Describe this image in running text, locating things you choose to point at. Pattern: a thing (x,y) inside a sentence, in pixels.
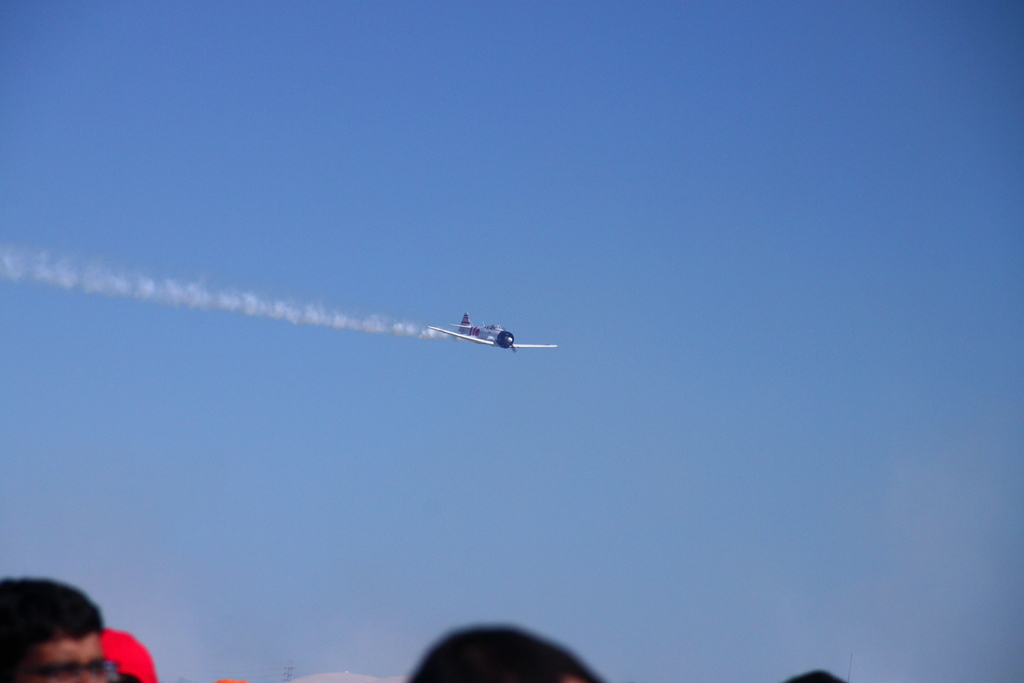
In this image there is an aeroplane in the air (498,424). At the bottom of the image (511,678) there are people (527,666). In the background of the image (587,524) there is sky (567,502).
